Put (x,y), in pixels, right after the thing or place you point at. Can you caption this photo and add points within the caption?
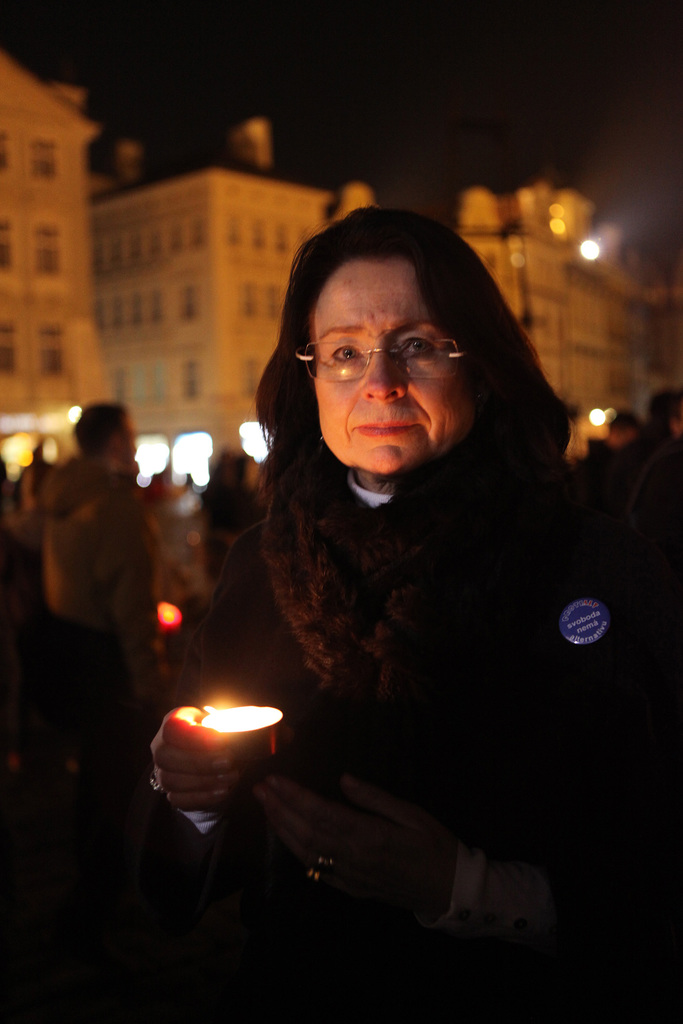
In the middle of the image (267,469) a woman (494,428) is standing and holding a candle (203,726). Behind her few people (178,632) are standing and there are some buildings (245,166).
